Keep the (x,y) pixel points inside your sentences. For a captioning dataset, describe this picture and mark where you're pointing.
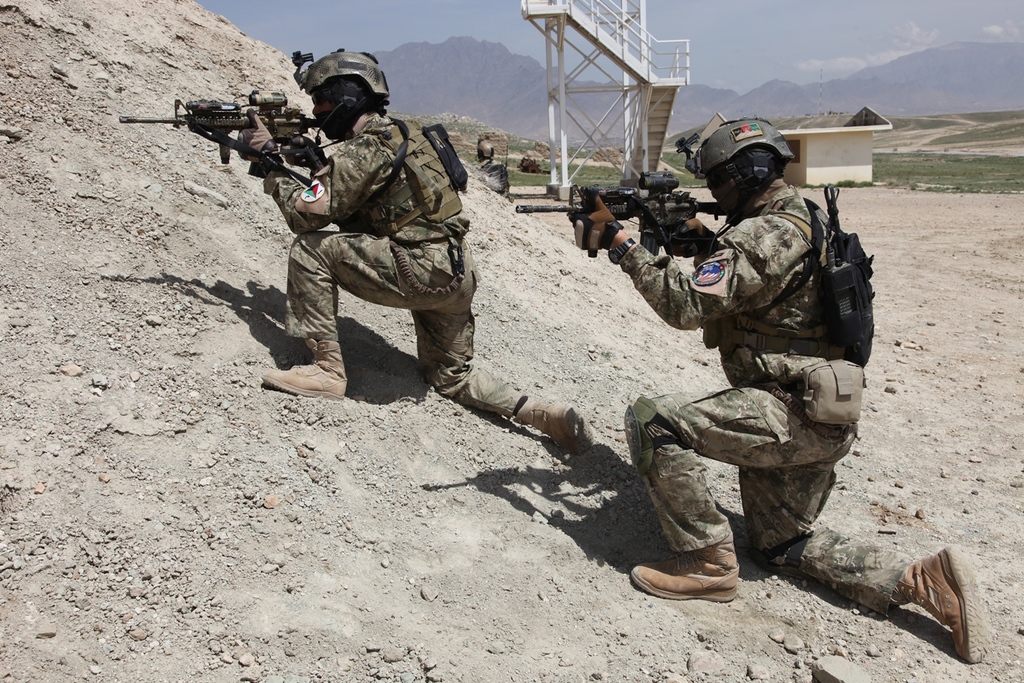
In this image I can see in the middle (448,339) two persons (398,285) are holding the weapons (601,210). In the background (608,7) there is an iron staircase (532,19). Beside it, it looks like a room (836,153), at the back side (539,63) there are hills (569,108) and at the top (398,14) there is the sky (396,14).
